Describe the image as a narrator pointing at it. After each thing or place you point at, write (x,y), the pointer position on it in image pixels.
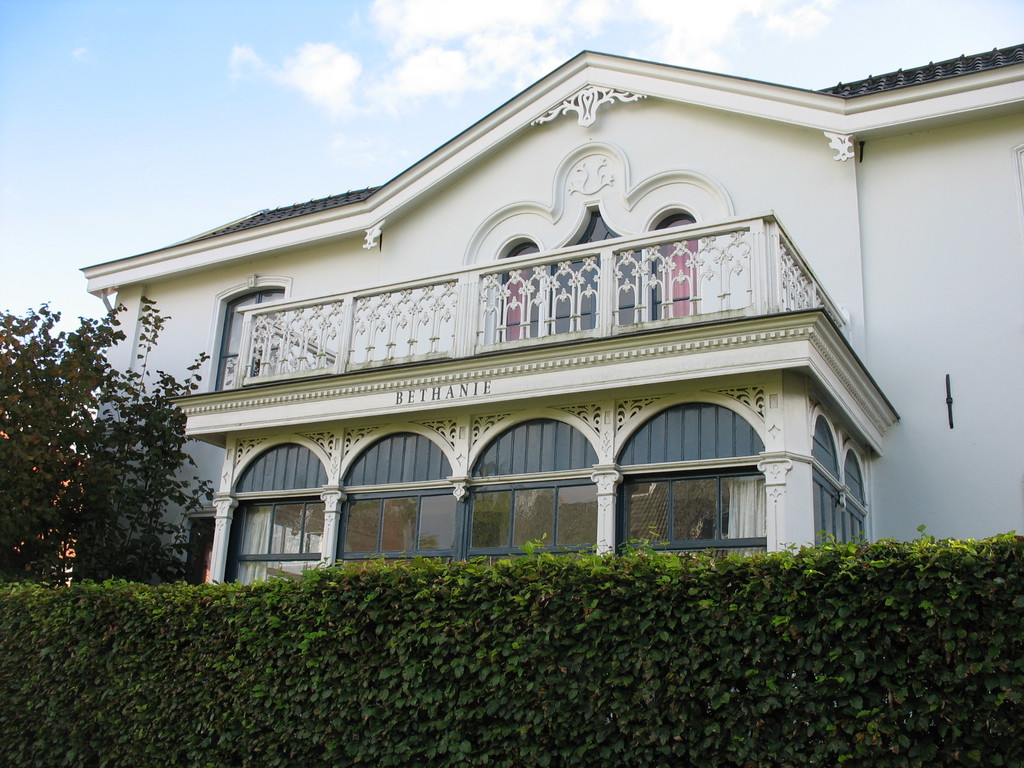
In this picture we can see a building (418,279) with windows (513,330) and a balcony (530,322). At the bottom of the image (452,701), there is a hedge (243,665). On the left side of the image (97,543), there are trees (47,522). At the top of the image (200,102), there is the sky (200,102). Inside the building (246,268), there are curtains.
